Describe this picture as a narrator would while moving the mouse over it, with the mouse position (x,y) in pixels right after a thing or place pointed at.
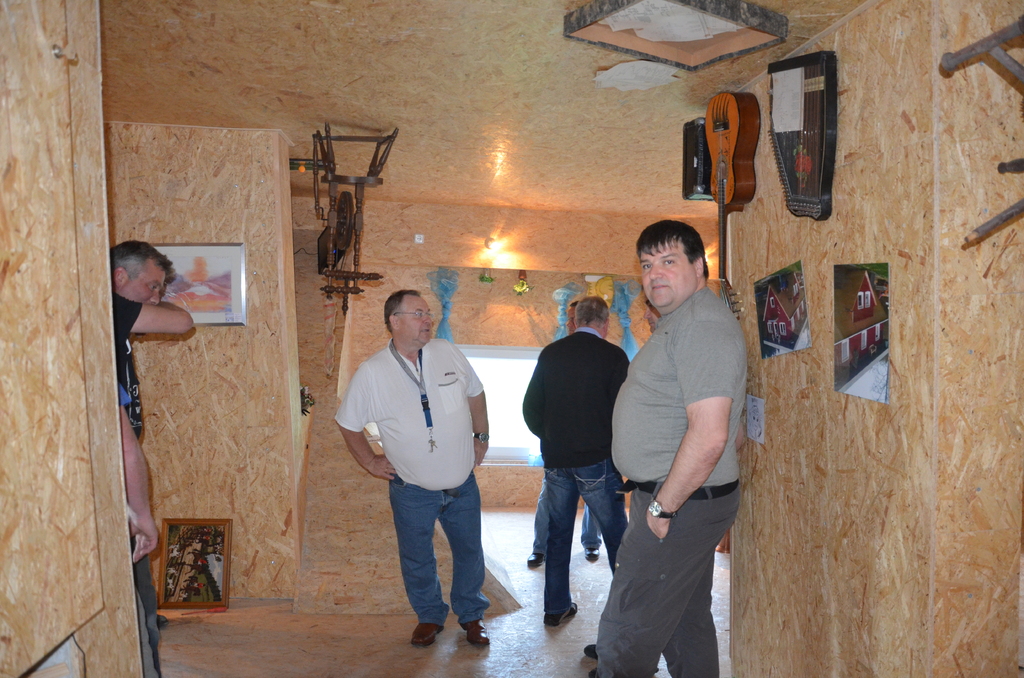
In this picture we can see few people (439,470) are inside of a building (370,618), around we can see some frames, guitar (739,183) to the wall (815,279).
